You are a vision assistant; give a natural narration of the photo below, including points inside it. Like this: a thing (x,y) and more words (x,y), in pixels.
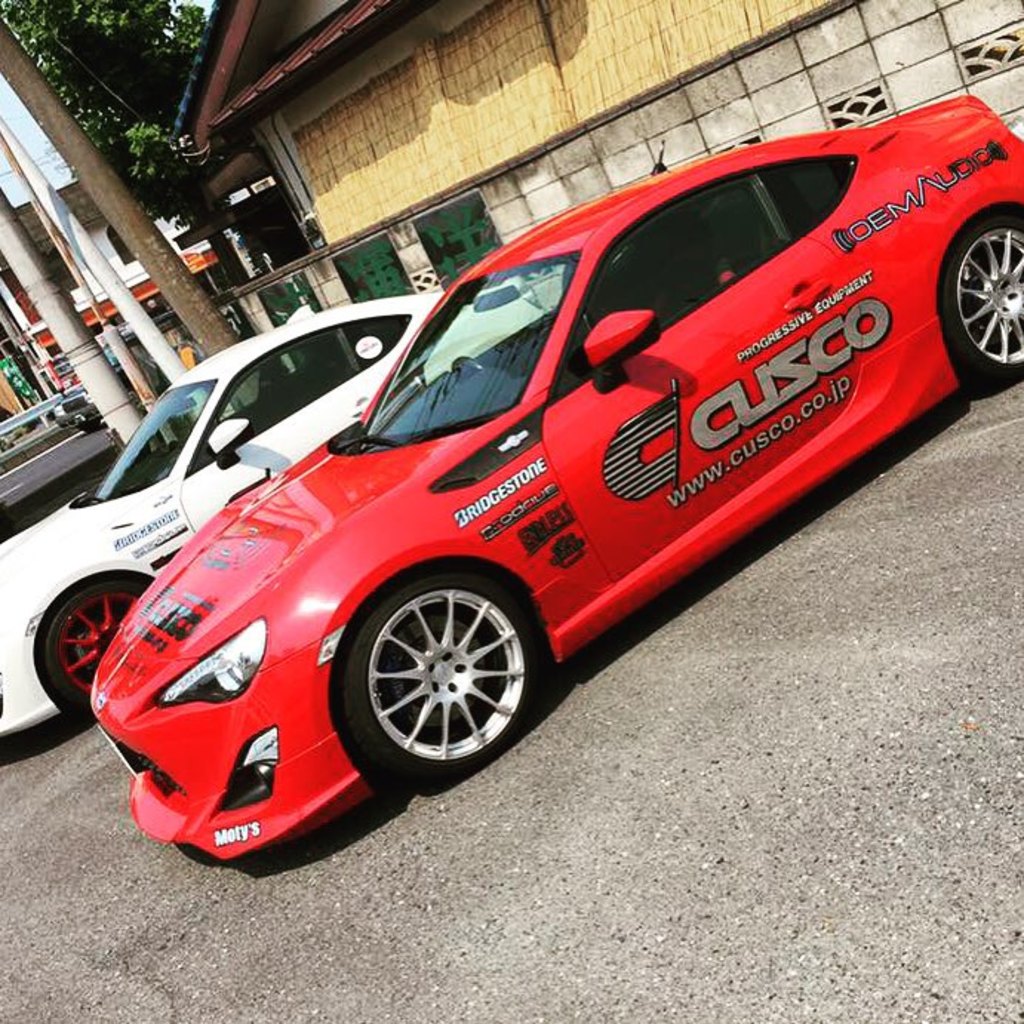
At the bottom of the image (243,754) on the ground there are cars (206,566). Behind them there is a wall (831,63). Behind the wall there is a house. In the background (92,166) there are trees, poles (74,310) and some other things (52,369) in the background (43,442).
